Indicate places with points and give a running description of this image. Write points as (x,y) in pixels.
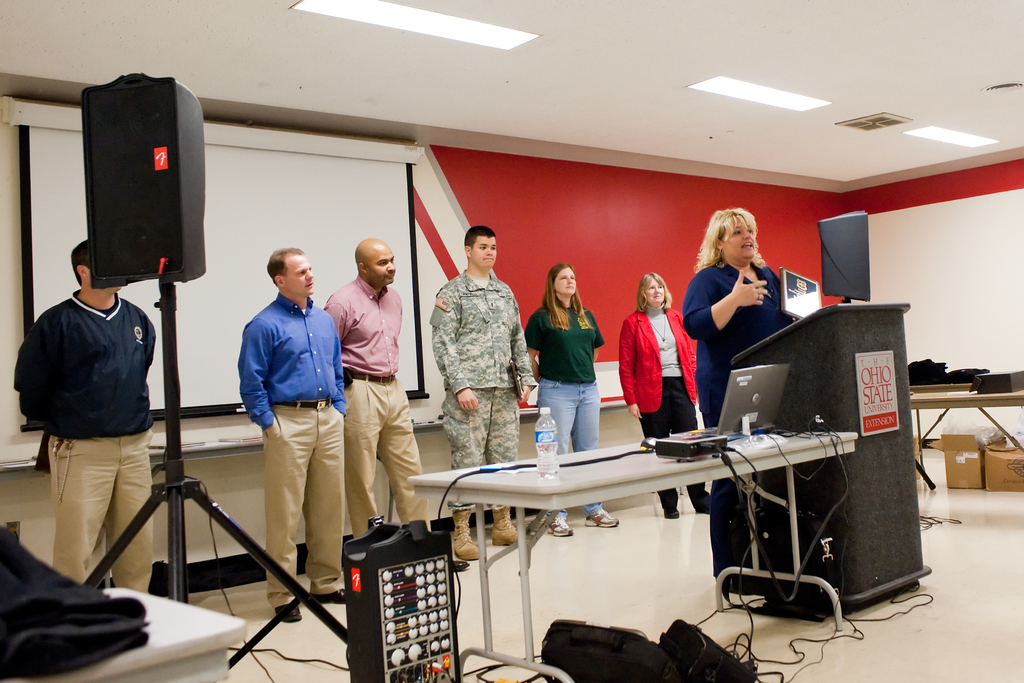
In the middle of the image (594,447), there are seven persons (724,244) standing. Out of which one woman (732,356) is standing and talking in front of the standing table (868,395). Next to that the table (806,443) is kept on which laptop (757,420) and wires (736,451) are there and a bottle (554,455) is kept. In the left side of the image (204,148), there is a speaker stand (153,125). Behind that a screen (268,237) is there of white in color. A roof top (566,60) is white in color and a light (354,15) is mounted on it. Background wall (575,199) is red in color. In the right middle (950,446) carton boxes (981,463) are there on the floor (966,571). It looks as if the image is taken inside a office (733,403).
